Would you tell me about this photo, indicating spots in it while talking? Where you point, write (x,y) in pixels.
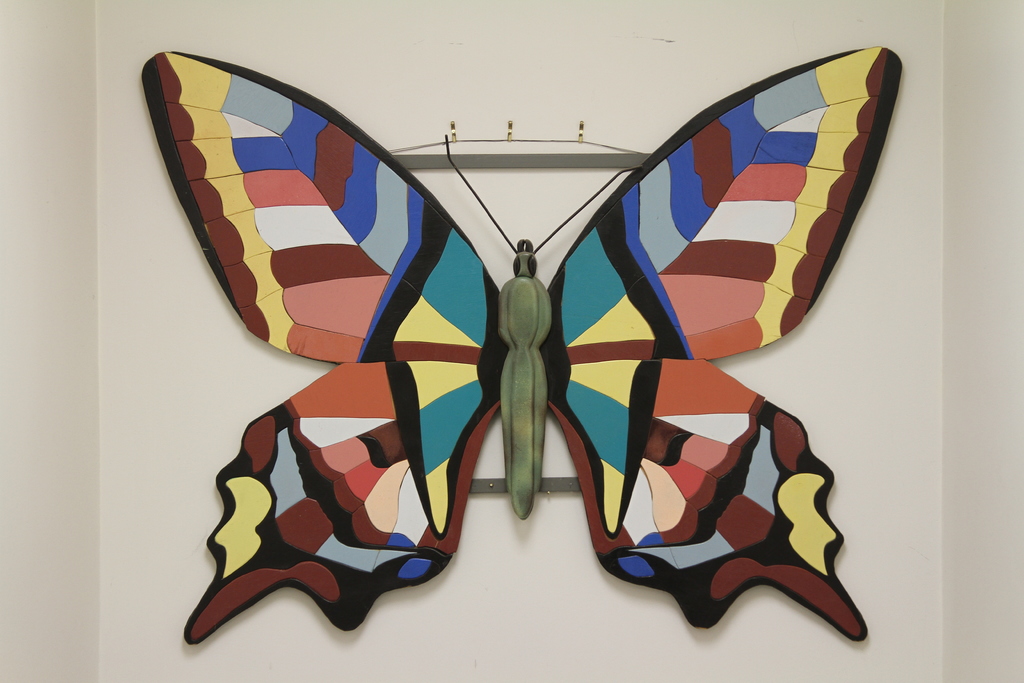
In this picture I can observe a butterfly showpiece (396,320) placed on the wall (147,328). This butterfly (344,357) is in green, yellow, blue, black and pink colors. In the background (78,351) I can observe a wall (471,120).
